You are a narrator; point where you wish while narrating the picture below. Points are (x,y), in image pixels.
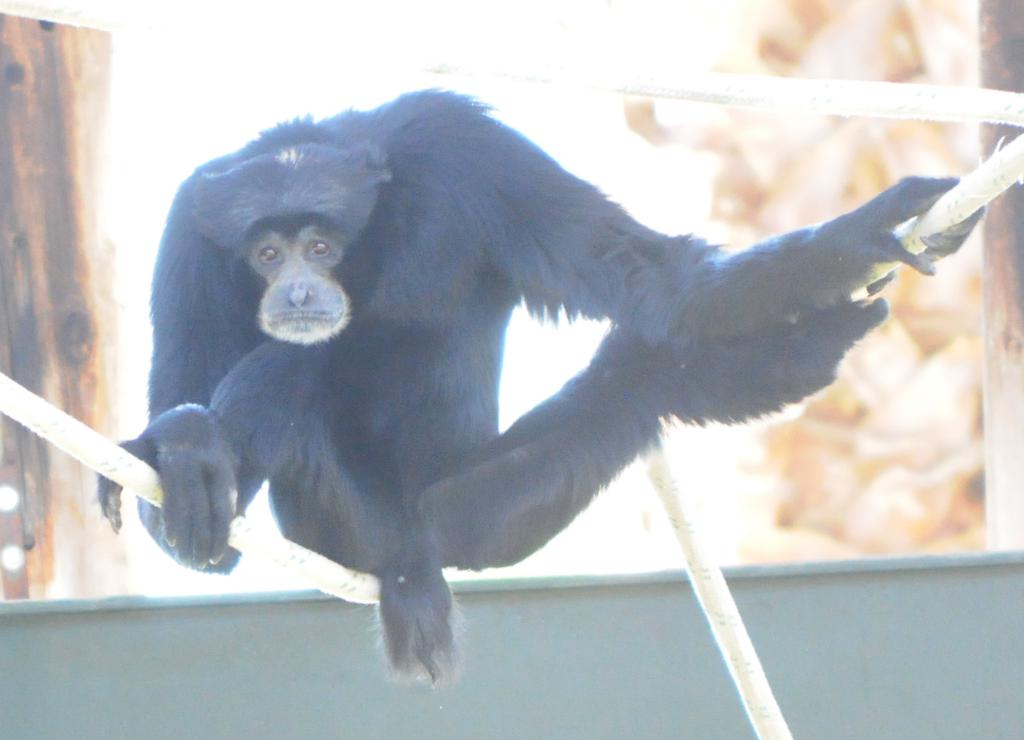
In this picture we can see an animal (328,442) sitting on a rope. In the background (252,620) we can see the wall (371,665), wooden objects (1012,75) and it is blurry.
